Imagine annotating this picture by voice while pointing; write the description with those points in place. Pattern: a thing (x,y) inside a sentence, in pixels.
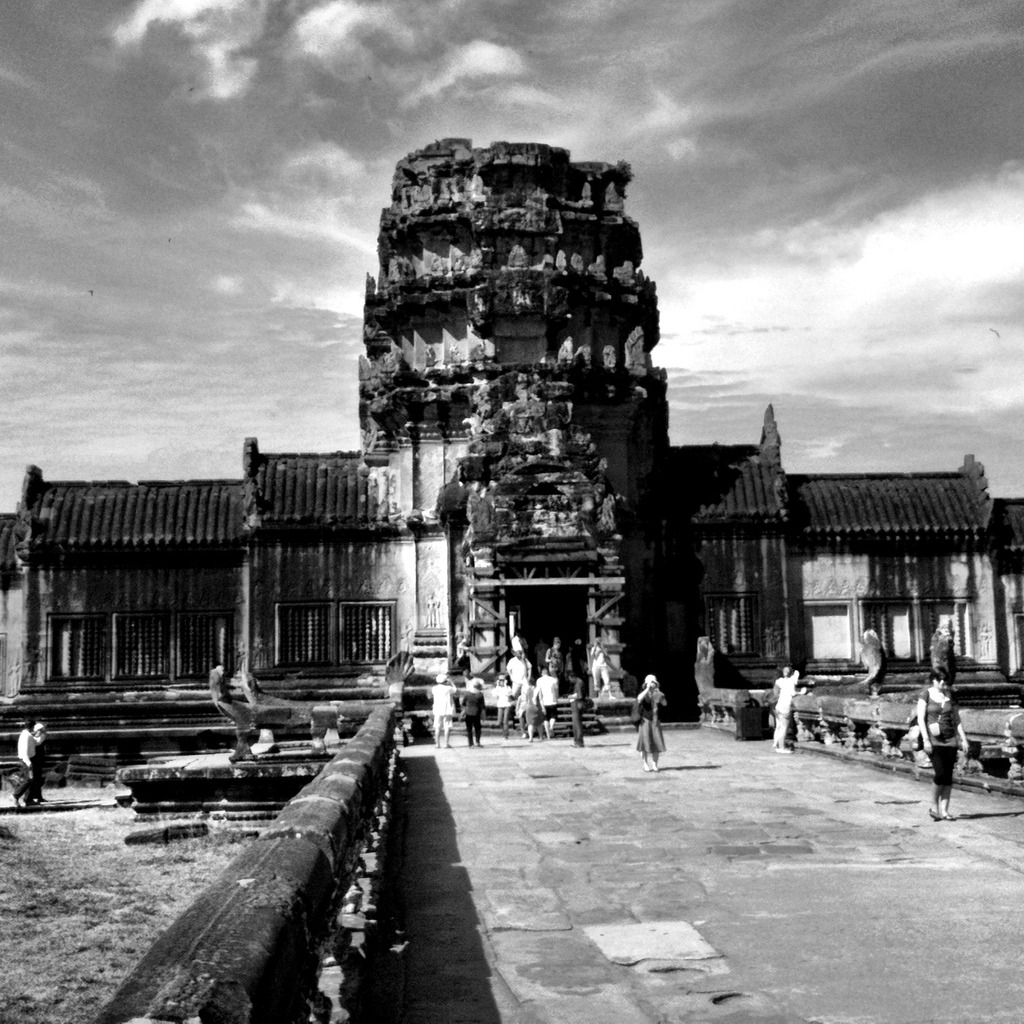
This image is a black and white image. This image is taken outdoors. At the top of the image (747,138) there is a sky (227,126) with clouds (217,139). At the bottom of the image (589,906) there is a floor (513,863) and there is a ground (138,860) with grass (171,861) on it. In the middle of the image (560,650) there is an ancient architecture (231,560) with walls (363,597), windows (370,629), doors (577,591), roofs (758,493), carvings (515,494) and sculptures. A few people (525,641) are walking on the floor (664,913) and a few (526,719) are standing. On the left side of the image (30,771) a man (22,753) and a woman (40,757) are walking on the ground (37,830).
